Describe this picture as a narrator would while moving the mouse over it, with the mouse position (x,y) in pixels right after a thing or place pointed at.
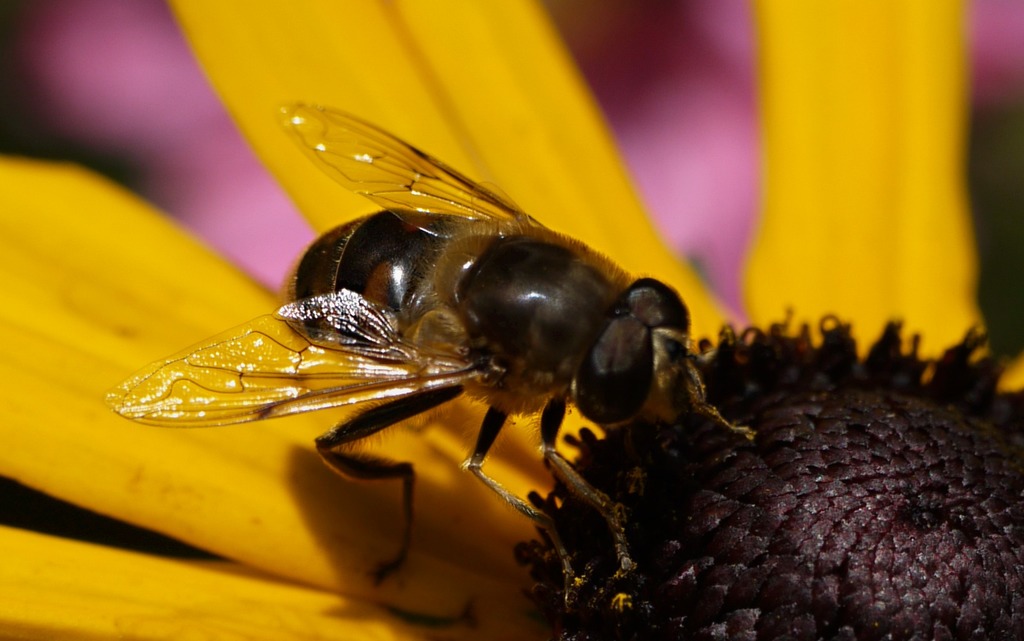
In this image I can see a bee (394,372) on a flower (320,476). The petals (261,509) of a flower (543,545) are in yellow color. The background (714,176) is blurred.
